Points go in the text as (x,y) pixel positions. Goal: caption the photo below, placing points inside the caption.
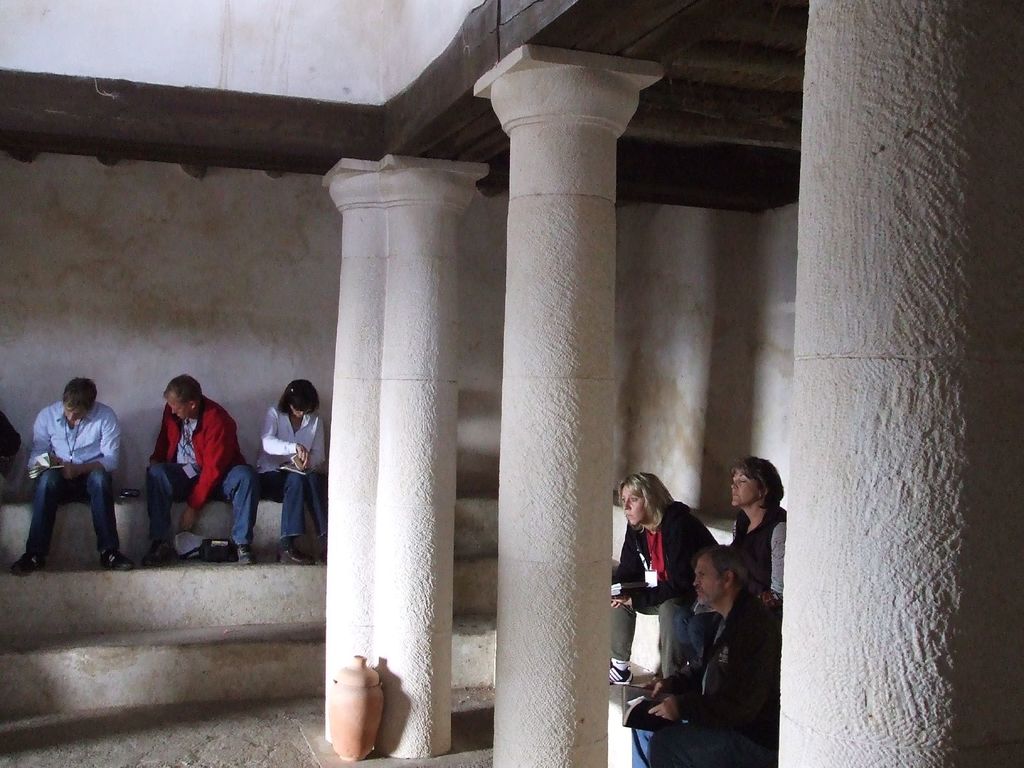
In this image there are staircase (172,588), there are group of persons (180,488) sitting, there are pillars (349,380), white wall (188,322) behind the person (60,460).
